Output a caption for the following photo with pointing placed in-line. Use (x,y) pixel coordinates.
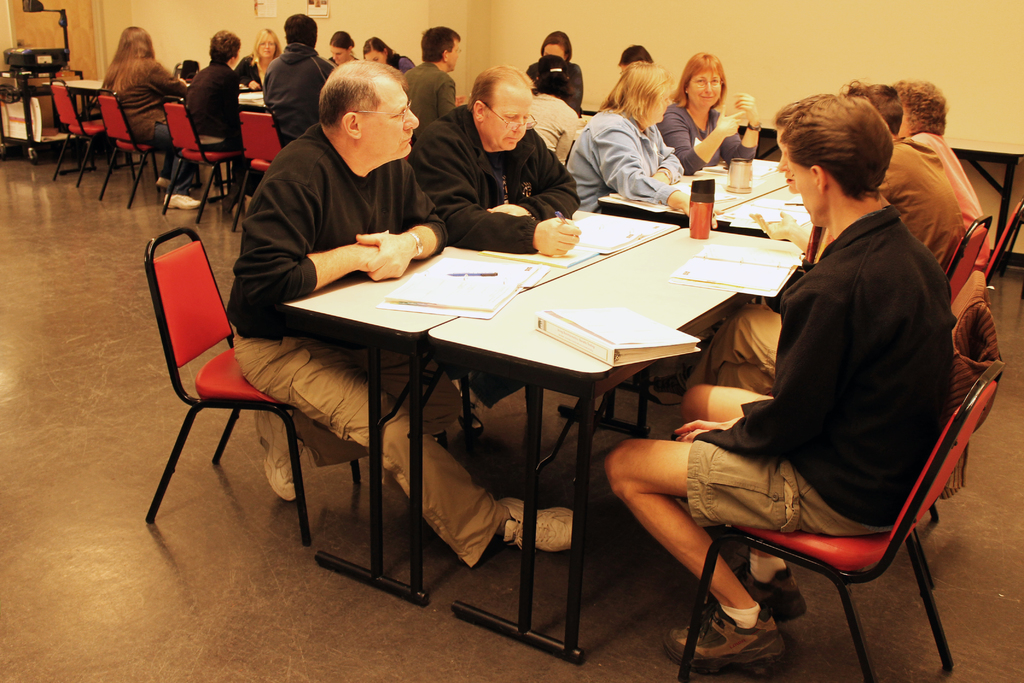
The image is taken in a closed room (504,424) in which there are number of people (536,76) sitting on the chairs (236,388) in front of the tables (549,342) and on the table (588,361) there are books (649,337) and some glasses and at the right corner of the picture (897,417) one person (851,457) is in the black dress (854,446) wearing shoes (777,617) and in the left corner of the picture (28,121) there is one small cart (24,113) behind it there is a door (69,35), behind the people (602,138) there is a wall (665,49).
